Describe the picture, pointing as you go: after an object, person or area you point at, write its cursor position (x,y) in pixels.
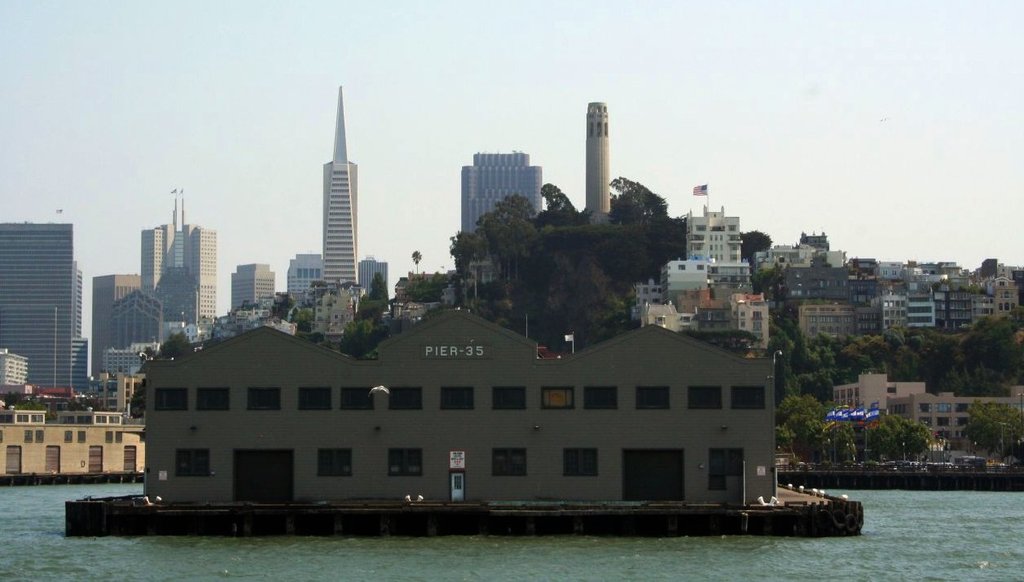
In this image we can see buildings (539,450), trees (851,433), flags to the flag posts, towers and sky (784,222) in the background (86,261). At the bottom of the image (978,535) we can see water (523,549).
